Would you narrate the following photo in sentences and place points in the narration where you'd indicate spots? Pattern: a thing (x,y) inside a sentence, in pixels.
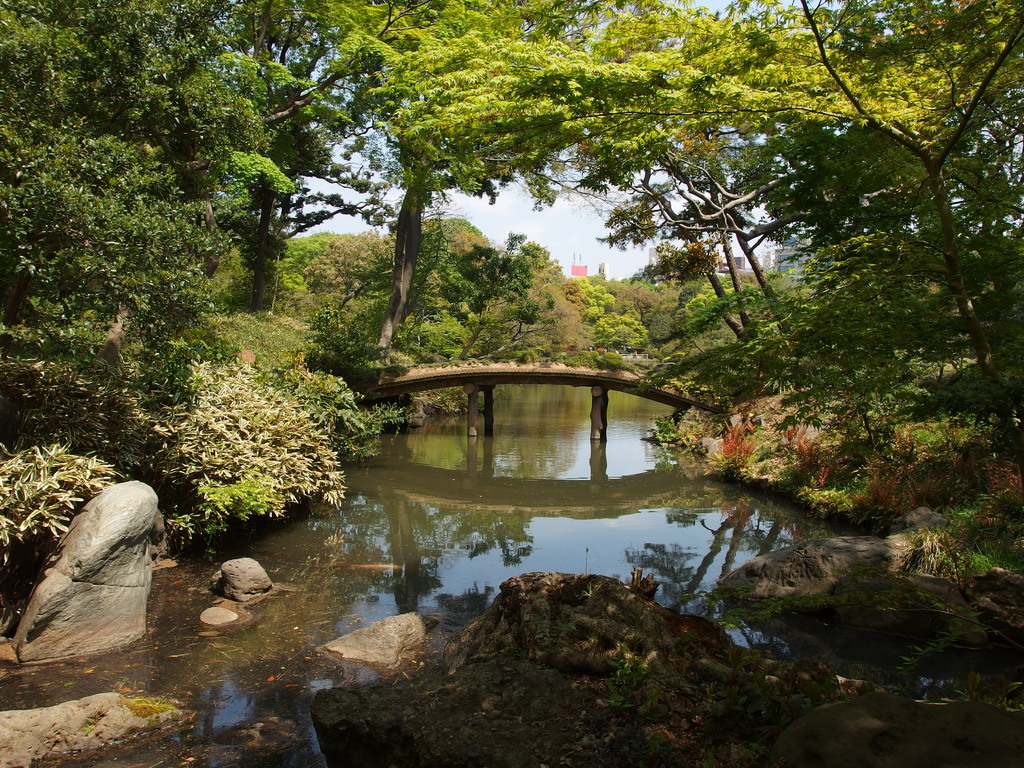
In the image there is a water surface (391,507), around that there are plants (275,302), trees (494,349) and there is a bridge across the water surface (697,496).
